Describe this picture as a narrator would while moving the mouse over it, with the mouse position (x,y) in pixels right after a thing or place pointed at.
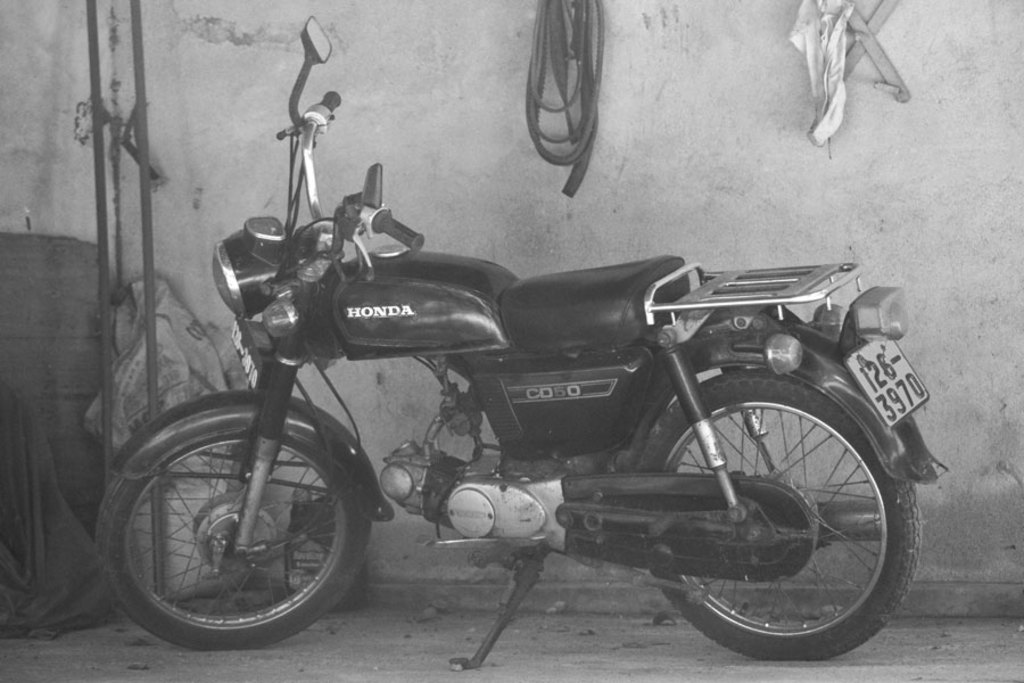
In this image I can see the black and white picture in which I can see a motorbike (522,373) on the ground (440,658). In the background (742,157) I can see the wall (701,220), few objects (875,33) hanged to the wall (891,38), two metal rods (100,143) and few other objects (46,364).
